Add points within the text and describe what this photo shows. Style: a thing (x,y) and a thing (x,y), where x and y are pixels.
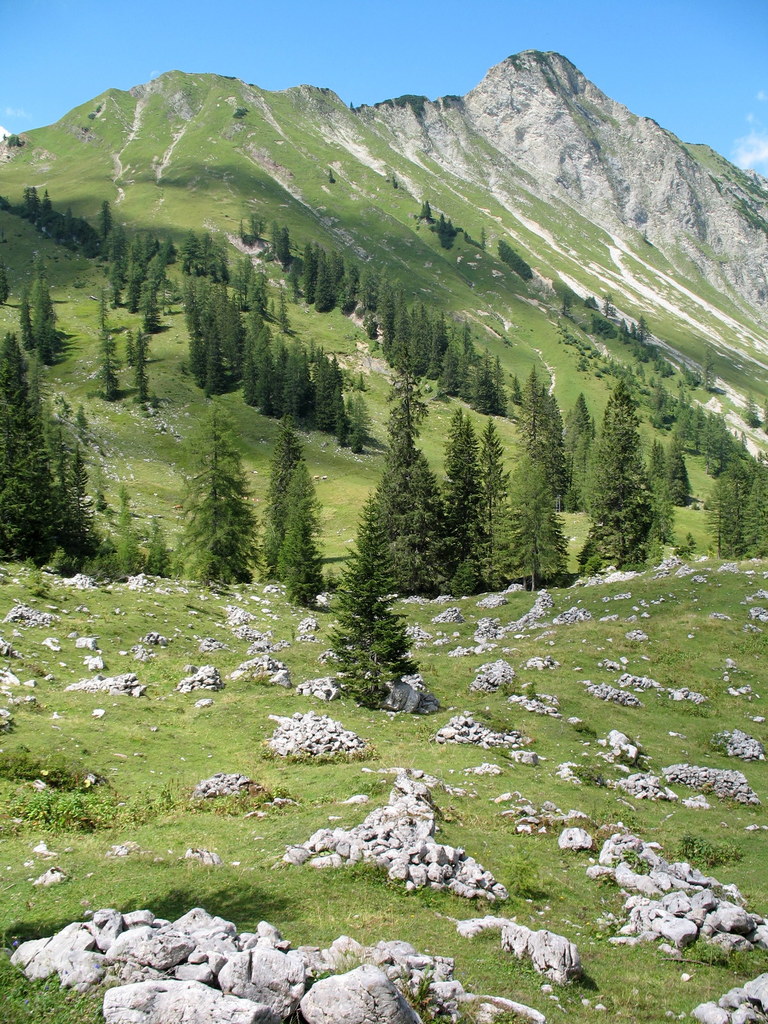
In the image we can see trees (284,489), stones (197,980), grass (238,820), the mountain (187,114) and the sky (244,32).
